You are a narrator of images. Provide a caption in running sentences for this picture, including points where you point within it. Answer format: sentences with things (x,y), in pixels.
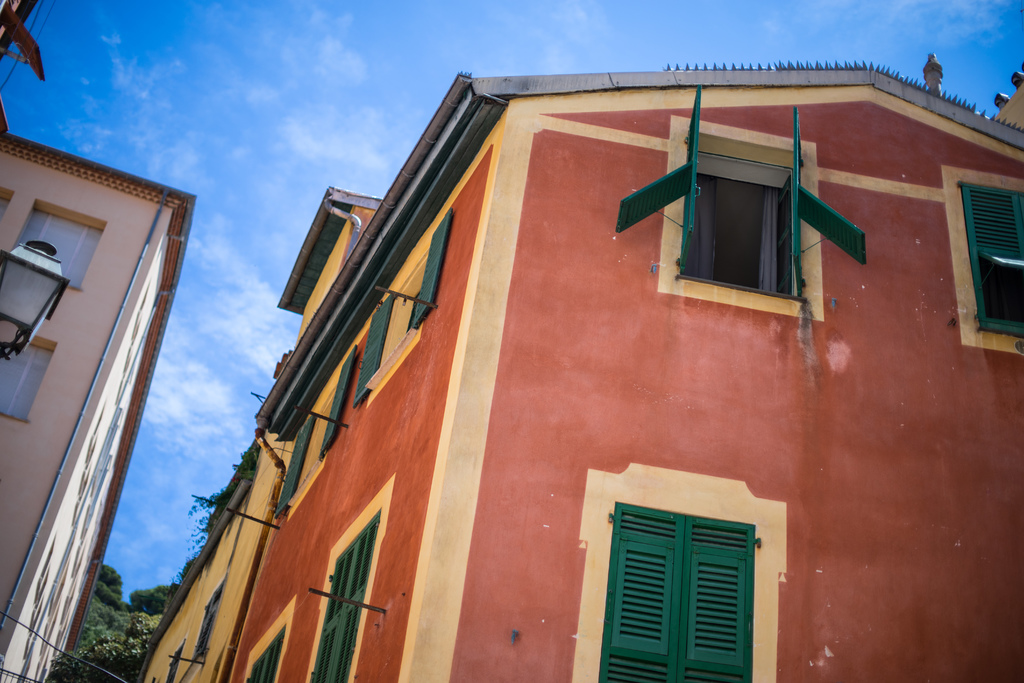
In the foreground of the picture (470,310) there are buildings (573,266), to the buildings (484,246) there are windows (42,211). On the left (26,295) there is a street light (22,309). In the center of the background (125,626) we can see trees (120,612). Sky (278,335) is sunny.
